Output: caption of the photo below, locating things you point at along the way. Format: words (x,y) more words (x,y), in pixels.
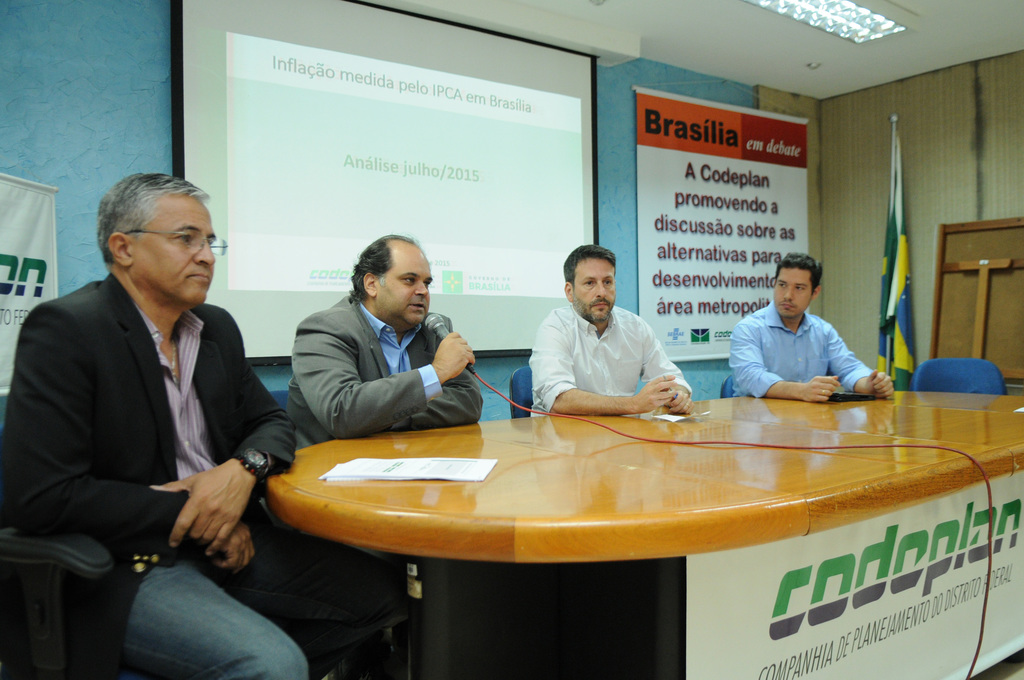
In this picture we can see some people (420,361) are sitting on the chairs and a man (409,408) is talking by holding a mic (429,318). In-front of them, we can see a table (804,435). On the table (978,411) we can see the papers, boards (787,561). In the background of the image (965,339) we can see the screen (458,200), boards (658,249) on the wall (928,226), flag (880,359), wood (940,294). At the top of the image (822,22) we can see the roof (650,3) and lights (870,33). In the bottom right corner (996,673) we can see the floor (996,673).
